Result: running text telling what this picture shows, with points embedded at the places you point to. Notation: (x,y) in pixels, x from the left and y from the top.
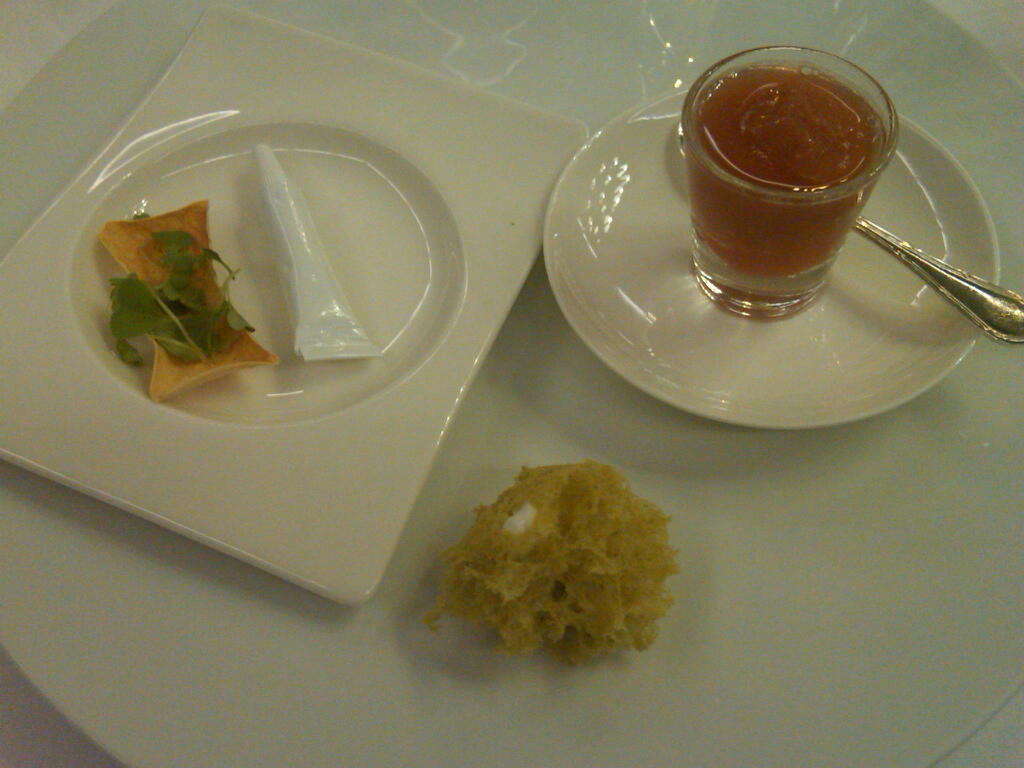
In this image there are plates (797,502), in one plate (772,385) there is a spoon (928,277) and a glass (722,77), in that glass (789,185) there is some liquid (787,168), in other plates (501,296) there is a food item (161,243).
